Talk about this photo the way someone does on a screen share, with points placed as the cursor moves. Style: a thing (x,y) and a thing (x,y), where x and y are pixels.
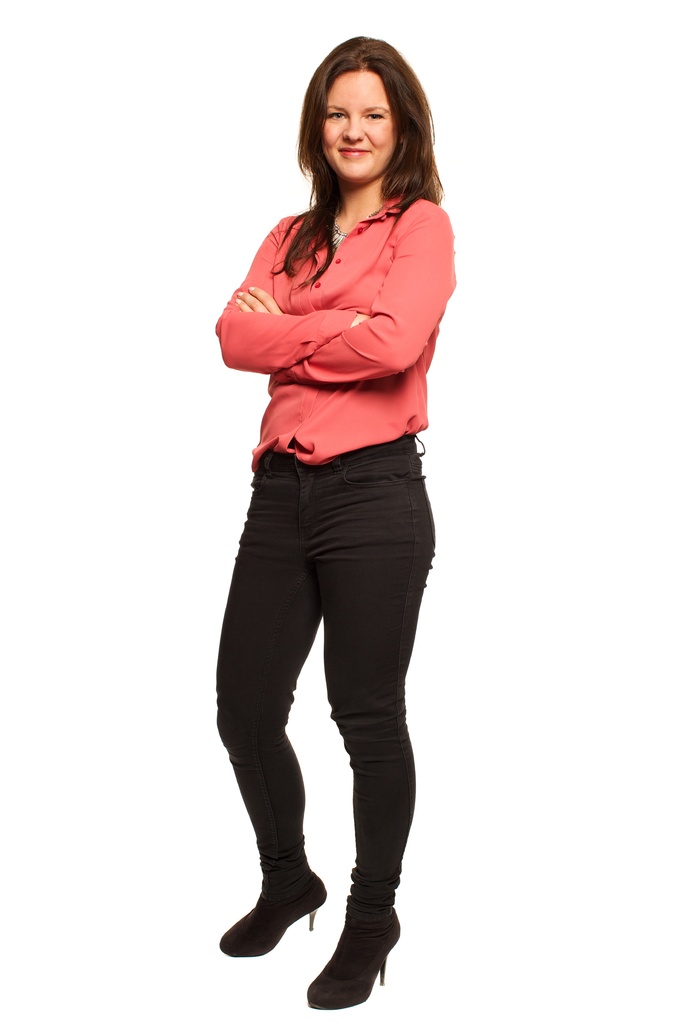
In the middle of the image (320,560) a woman (326,976) is standing and smiling.
